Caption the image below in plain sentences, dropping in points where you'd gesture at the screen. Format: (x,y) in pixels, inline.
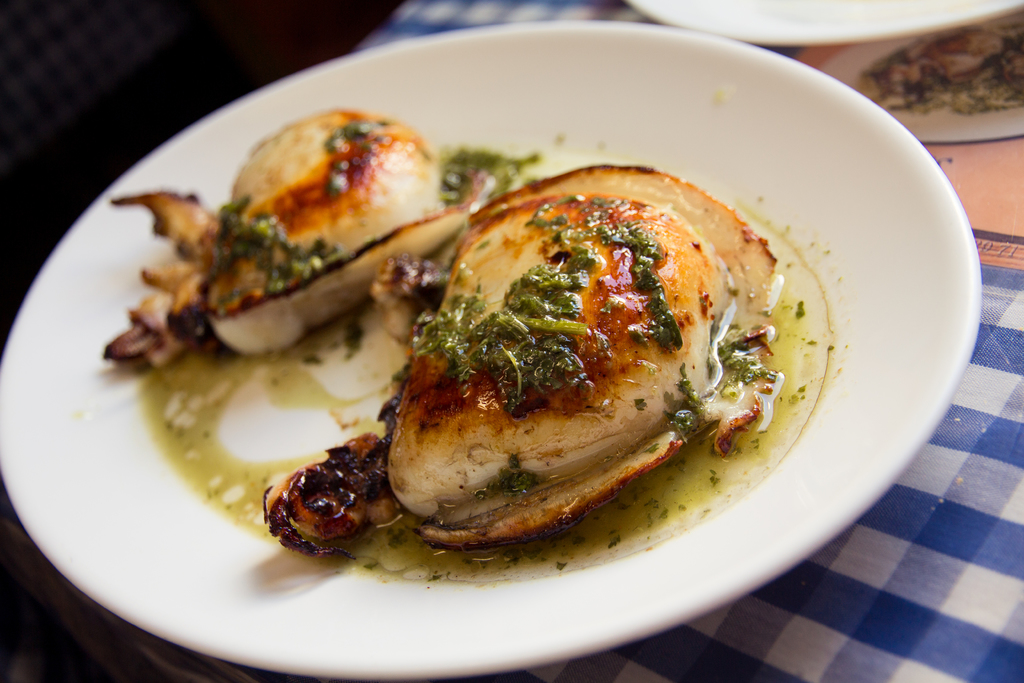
In this image, we can see two plates (951,275) are on the cloth (936,575). Here we can see some food item (495,344) is placed on the plate (717,565).
